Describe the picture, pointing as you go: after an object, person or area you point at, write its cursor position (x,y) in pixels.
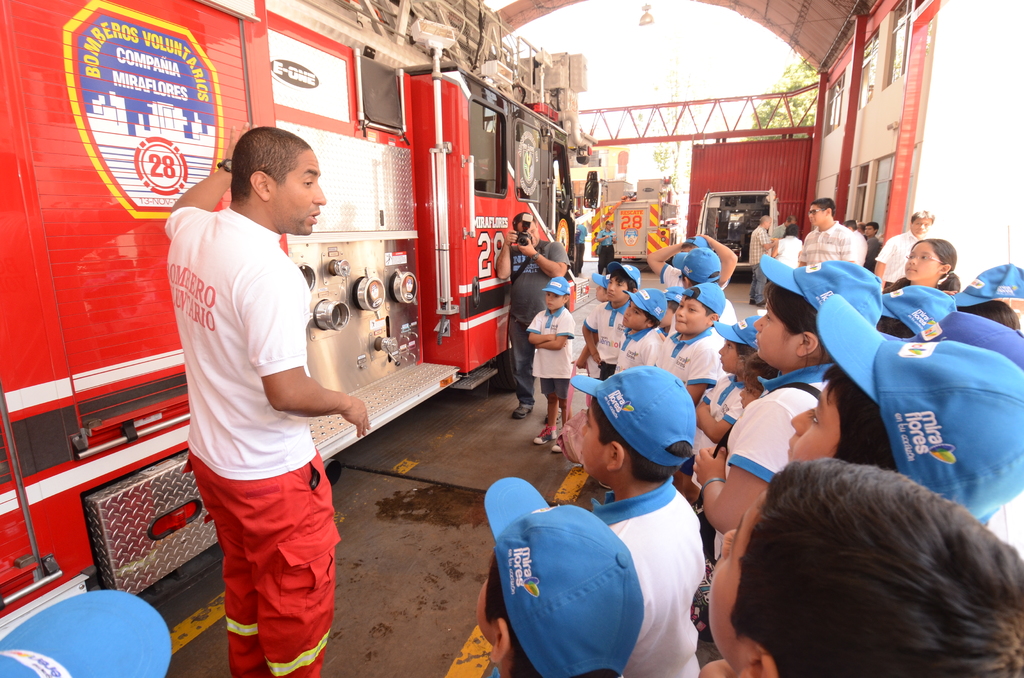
There are group of children (779,494) standing. This looks like a truck (479,174), which is red in color. I can see a person (529,286) standing and holding a camera (526,237). There are few people (764,236) standing. This looks like a building (884,133) with the windows (837,93). I can see two vehicles (650,221), which are parked.
